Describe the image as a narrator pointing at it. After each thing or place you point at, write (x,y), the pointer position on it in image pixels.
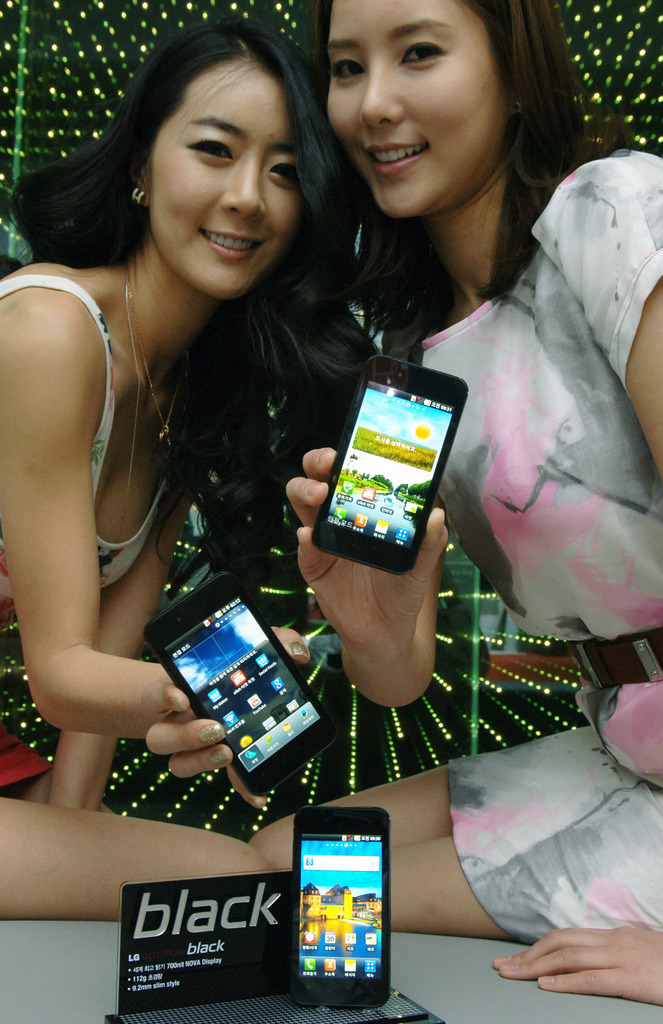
In this image we can see two women (548,500) are sitting and holding a mobile phone (323,546) in their hands (339,617). There is a mobile phone (291,940) on the table (457,958).
